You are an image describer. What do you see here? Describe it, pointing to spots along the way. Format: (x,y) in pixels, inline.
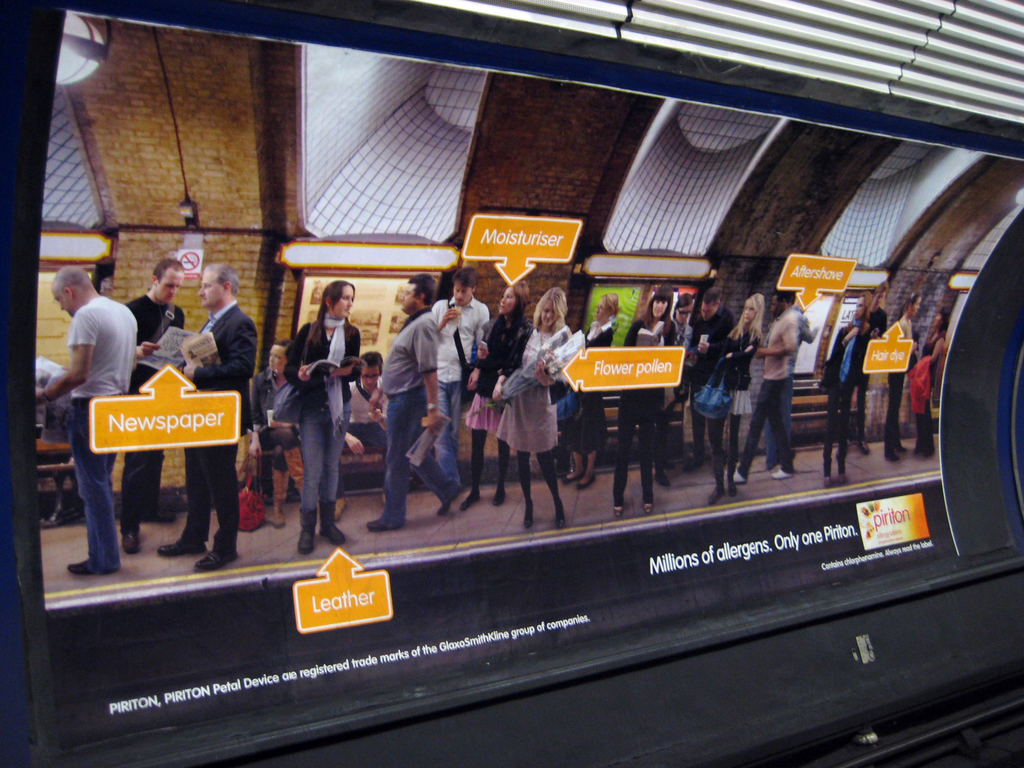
This image consists of a poster (269,562) in which there are many people (727,353) standing. To the top (664,242), there is a wall (909,188). It looks like a subway station (714,156).
